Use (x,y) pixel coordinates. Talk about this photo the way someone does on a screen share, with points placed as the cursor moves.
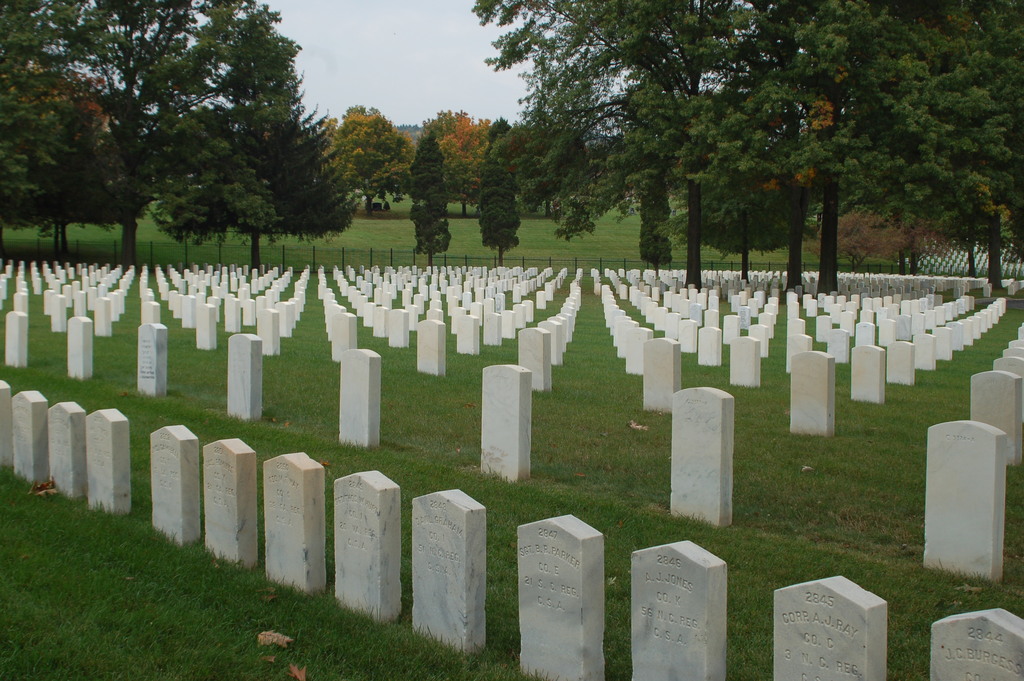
In this image we can see graveyard (550,414), trees (263,205) and sky (462,77).
